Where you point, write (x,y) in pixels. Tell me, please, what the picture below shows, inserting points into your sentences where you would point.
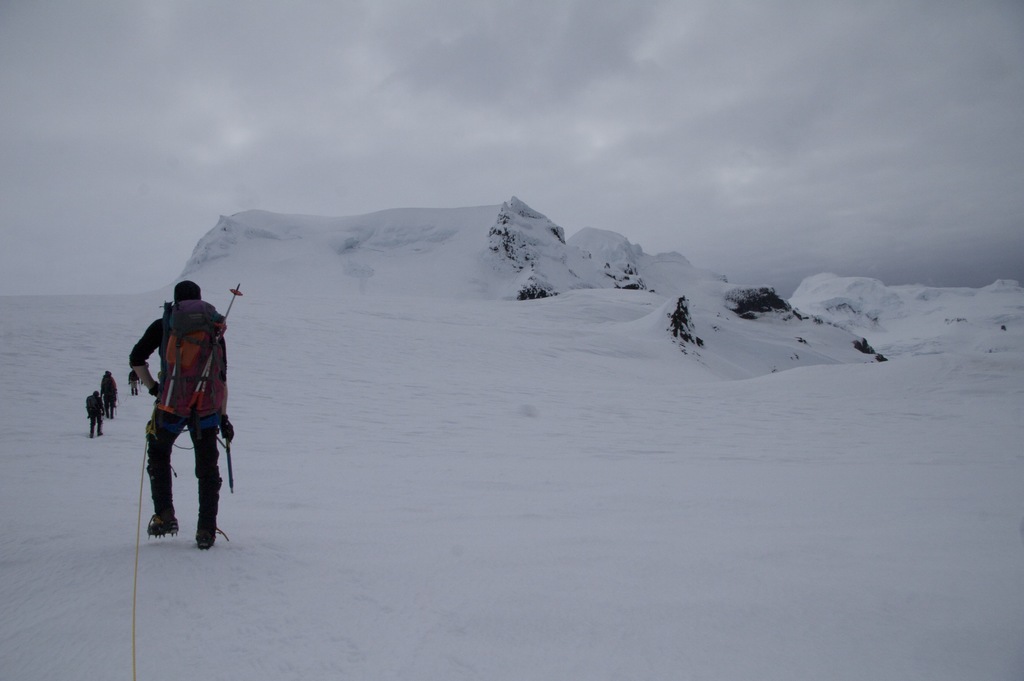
In this picture we can see group of people (162,382), they are walking on the snow (235,433), in the background (342,183) we can see clouds (519,176).
